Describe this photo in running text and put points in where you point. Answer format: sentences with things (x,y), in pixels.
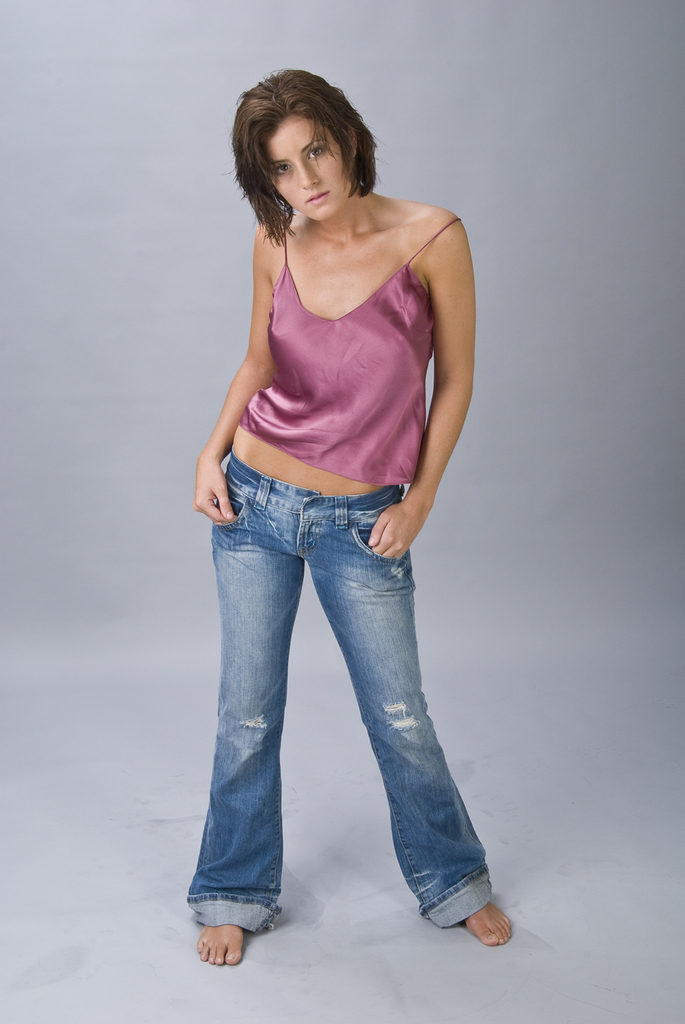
In this image we can see a woman (270,703) is standing on the white color surface (201,678). She is wearing a pink top (338,405) and jeans (334,609).
